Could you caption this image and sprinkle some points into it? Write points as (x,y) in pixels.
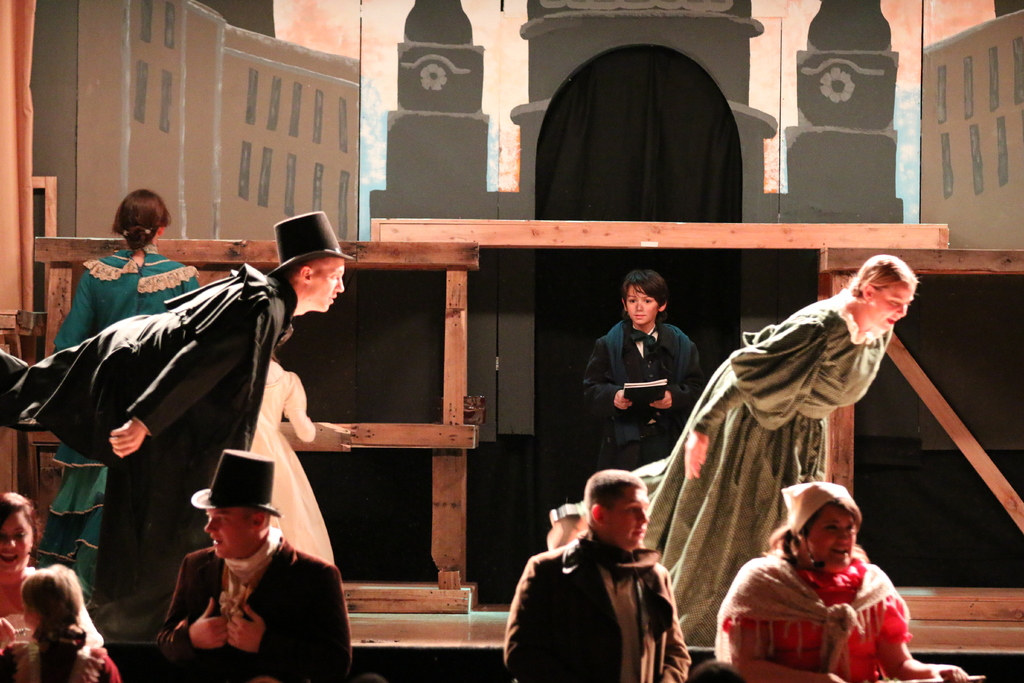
There are people (765,457) in the foreground area of the image (865,375), it seems like they are dancing, there is a boy (616,337) holding a book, painting (392,206) on the stage (398,384) and wooden planks (316,440) and a girl (139,200) in the background (315,424).
